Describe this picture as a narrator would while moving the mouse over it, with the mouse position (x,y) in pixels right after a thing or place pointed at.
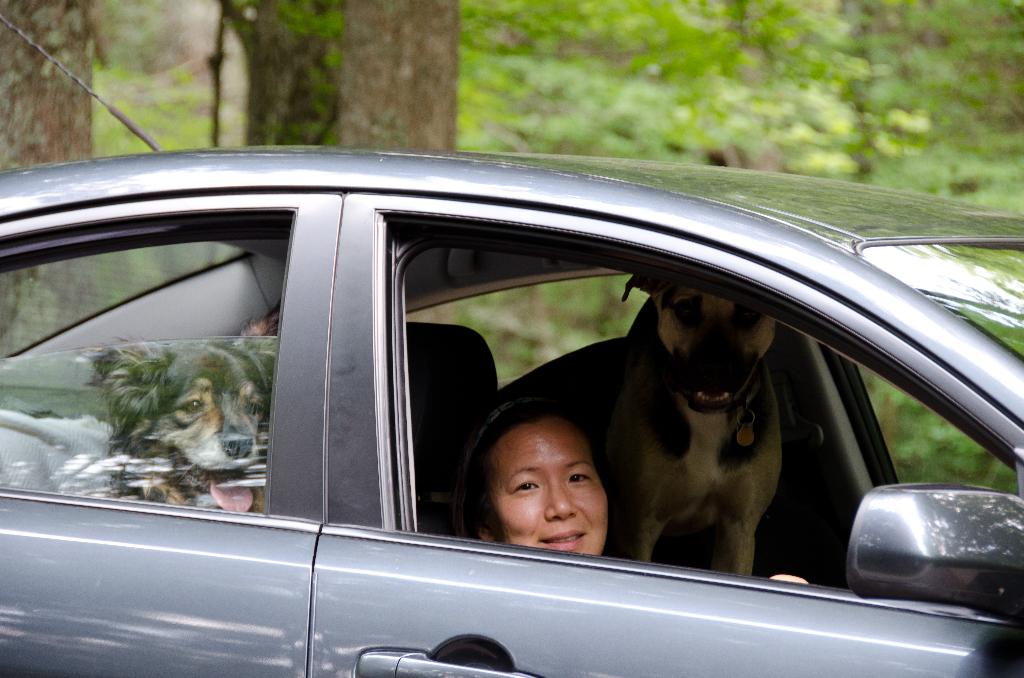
In this image there is a woman (586,492) sitting inside the car (530,548) and smiling and there are dogs (745,471) inside the car (491,237). At the back (420,65) there are trees (570,21).
